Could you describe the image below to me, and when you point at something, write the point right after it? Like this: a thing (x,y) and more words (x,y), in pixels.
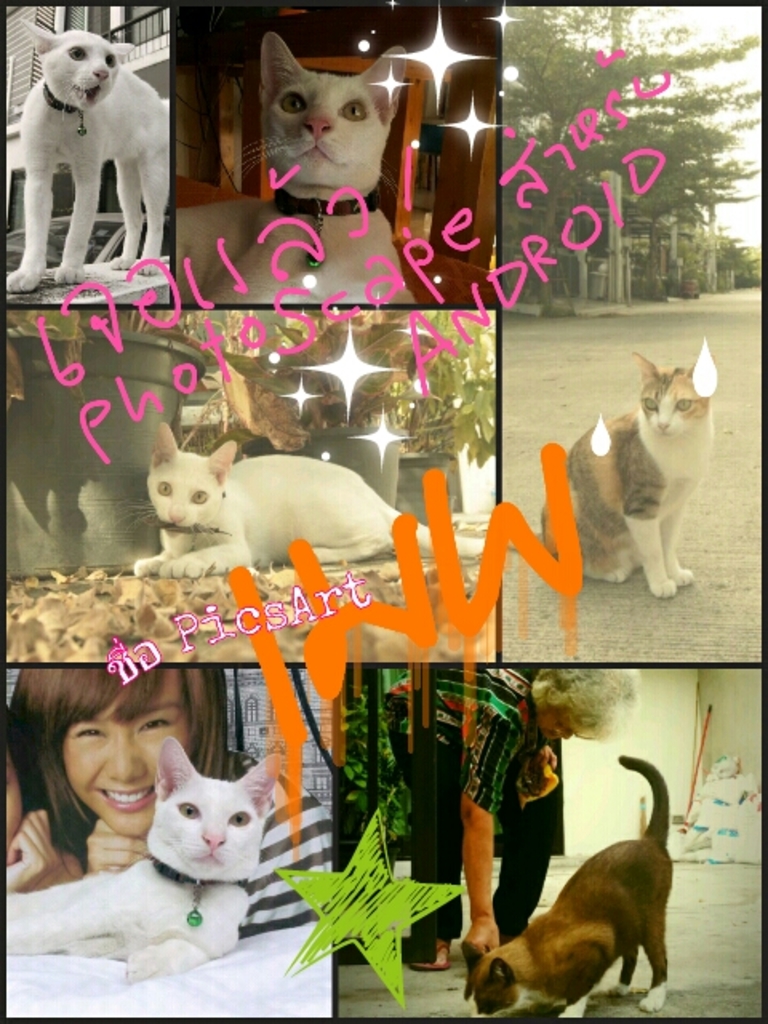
This picture is the collage of 6 images in which there are animals (127,147). On the right side (625,468) there is a cat (629,488) sitting on the road (701,494) and in the background (678,224) there are trees (694,266) and at the bottom (315,811) there are two images in which there are persons (60,779) with animals (576,896). At the top left (74,148) there is a cat (82,175) which is white in colour standing on the floor (112,276) and in the background (116,18) there is a building (94,20) and the image which is in the center (304,490) there is a cat (268,537) sitting on the ground (210,574) and in the background (248,379) there are plants (434,407) in the pots (116,398).
